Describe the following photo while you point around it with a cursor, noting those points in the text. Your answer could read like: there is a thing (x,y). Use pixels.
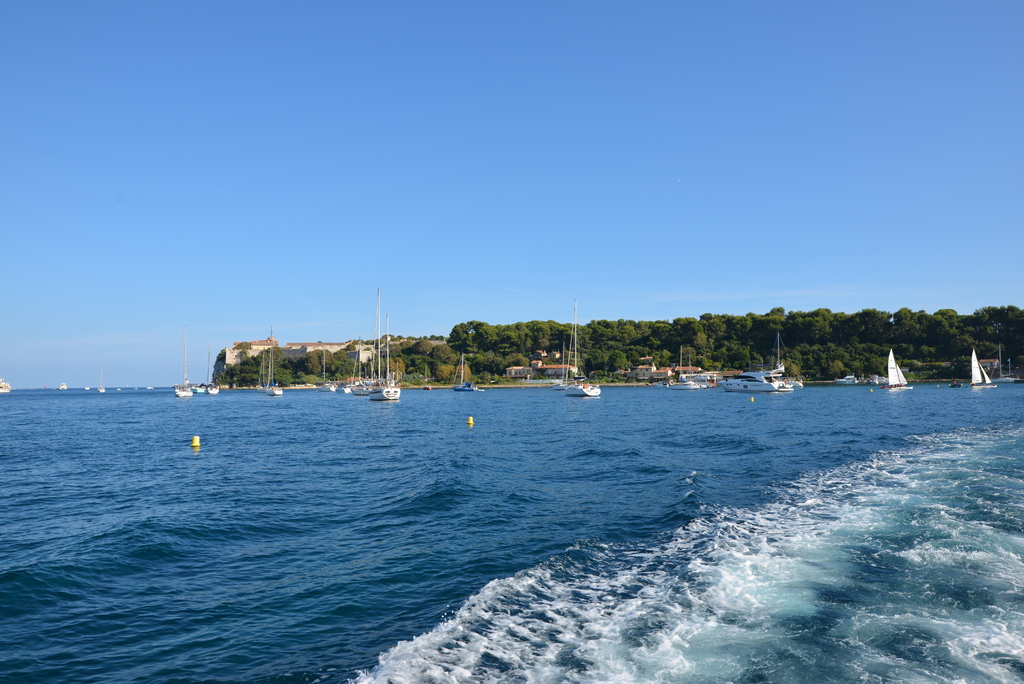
In this picture there are boats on the water (496,440). At the back (520,369) there are trees (485,371) and there is a building (227,353). At the top (454,115) there is sky (444,116). At the bottom (425,593) there is water (417,587).
